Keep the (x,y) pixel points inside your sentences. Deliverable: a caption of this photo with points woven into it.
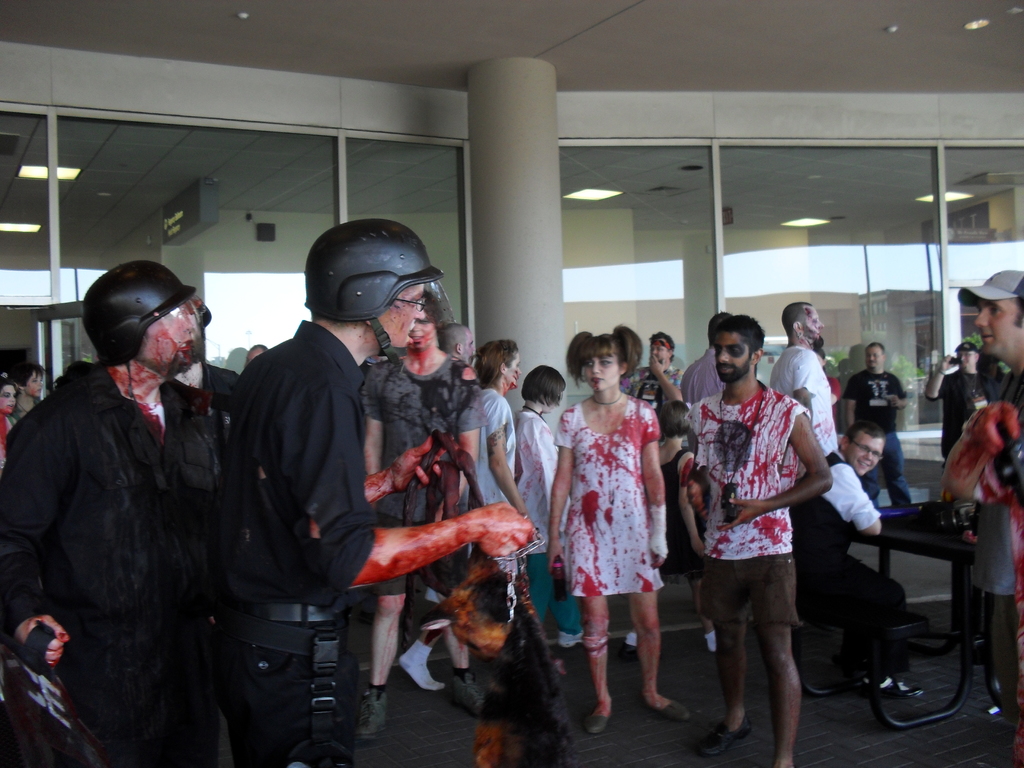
In this image people (603,537) are standing on the floor (835,638). At the right side (909,533) there is a table (940,531). Beside the table (897,544) there is a person (846,551) sitting on the bench (919,615). At the background (925,319) there is a building (618,146).
